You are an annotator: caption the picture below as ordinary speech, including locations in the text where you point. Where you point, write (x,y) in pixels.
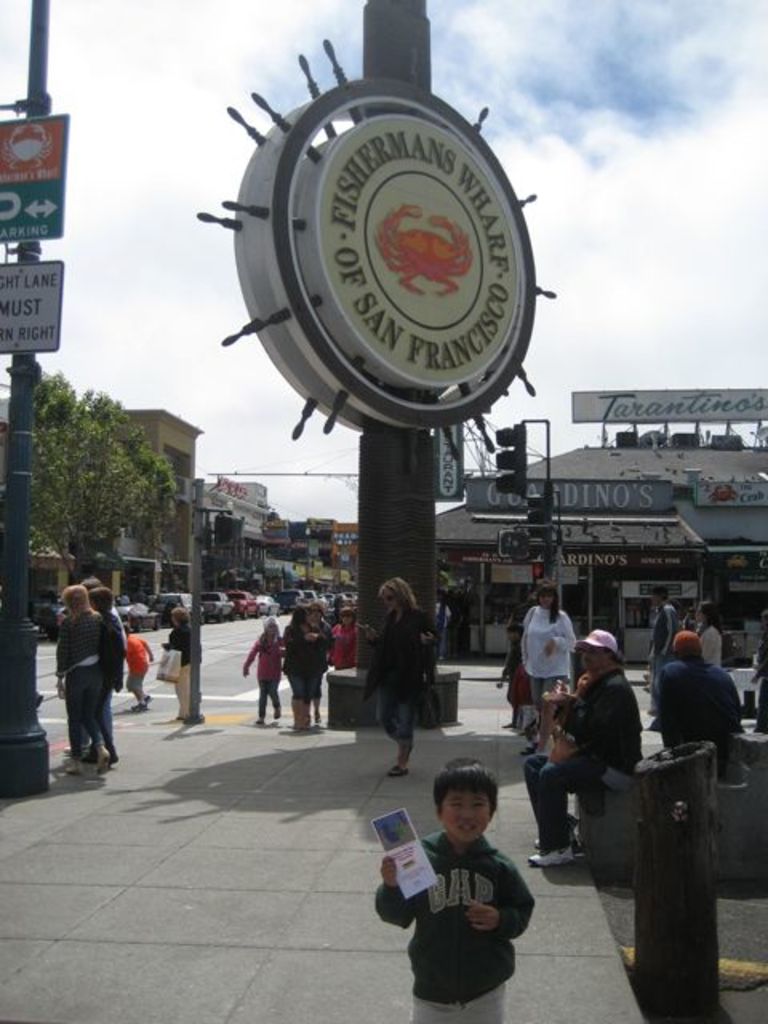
This looks like a name board (333,256), which is attached to a pole (392,493). I can see the traffic signals (510,486). There are few people (258,674) walking and few people (676,740) sitting. Here is a boy (489,927) holding a paper (402,877) in his hand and standing. I can see the buildings (687,450) and a tree (58,455). These are the cars (229,594) on the road (228,621). Here is the sky (637,195). I can see the name boards (628,483), which are on the roof (607,455).
